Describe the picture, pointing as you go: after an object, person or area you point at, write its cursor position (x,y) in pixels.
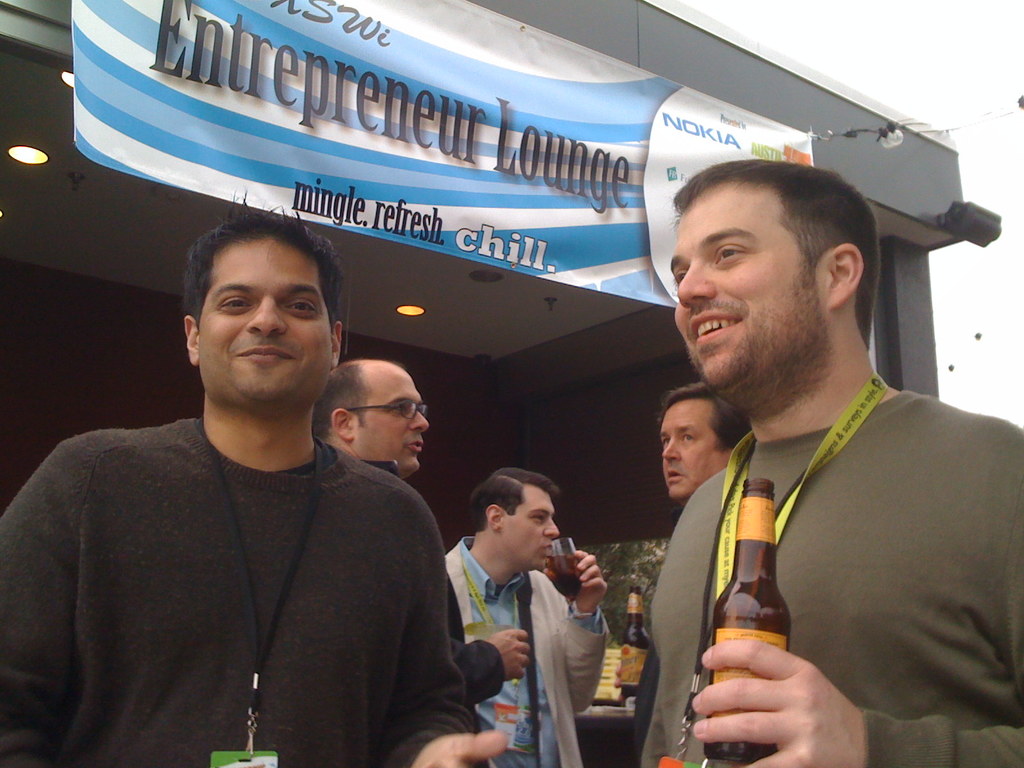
There are many persons (794,468). In the front (818,477) there are two persons (855,580). In the right side (817,572) a person (782,571) is holding a bottle (746,599) and wearing a tag (734,497). In the back (560,636) a person (562,658) wearing a white shirt (558,640) is drinking with a glass (565,568). Above there is a banner (381,125).
